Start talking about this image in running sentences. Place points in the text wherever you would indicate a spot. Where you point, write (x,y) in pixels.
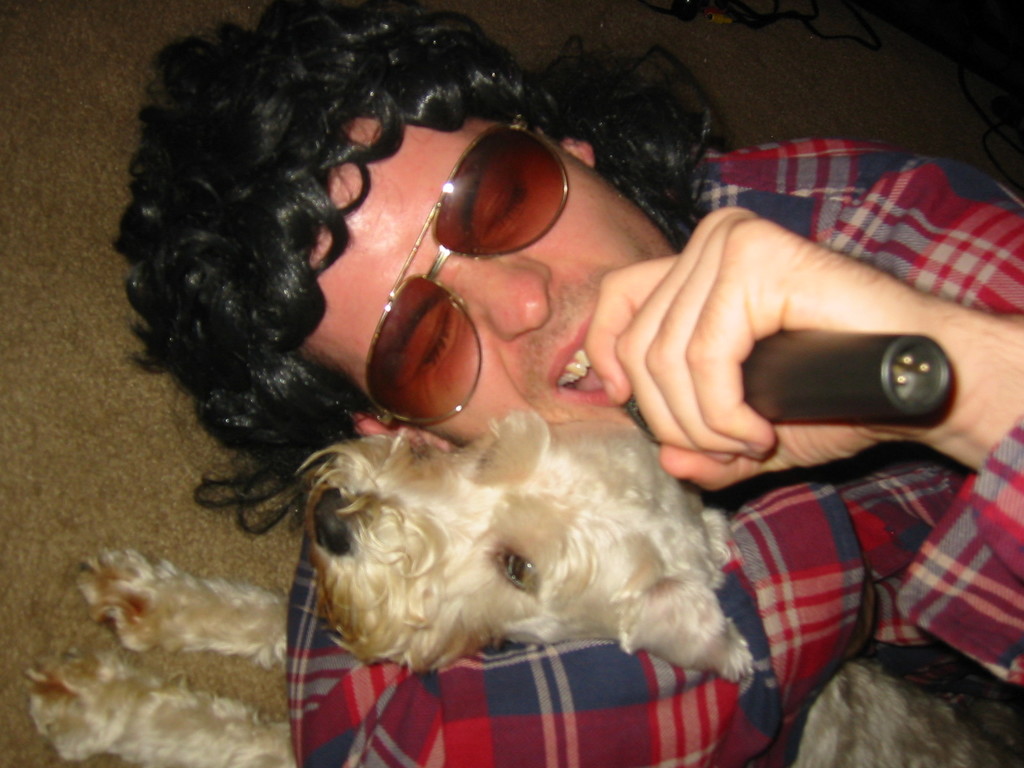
In this image there is one person (516,312) is at middle of this image (546,295) is wearing goggles (388,304) and holding a mic (814,404) and one dog (575,491), and the dog (472,615) is at left side of this image (186,767) which is in white color.
